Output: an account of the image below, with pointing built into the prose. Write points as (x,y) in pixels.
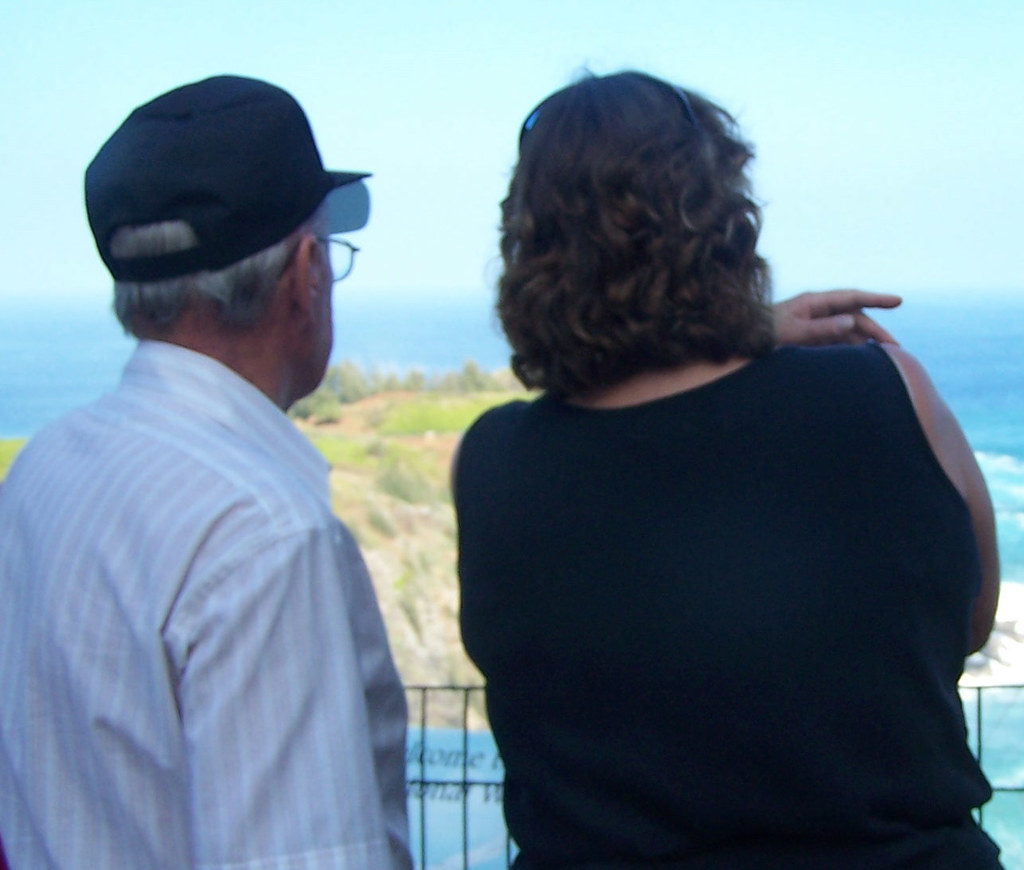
In this image I can see a person (752,535) wearing black colored dress (686,613) and another person (223,600) wearing white shirt (153,572) and black colored cap (175,254) are standing. I can see the black colored railing (421,779), the water (973,387), the ground (422,421), few trees (338,375) and the sky (477,116).
